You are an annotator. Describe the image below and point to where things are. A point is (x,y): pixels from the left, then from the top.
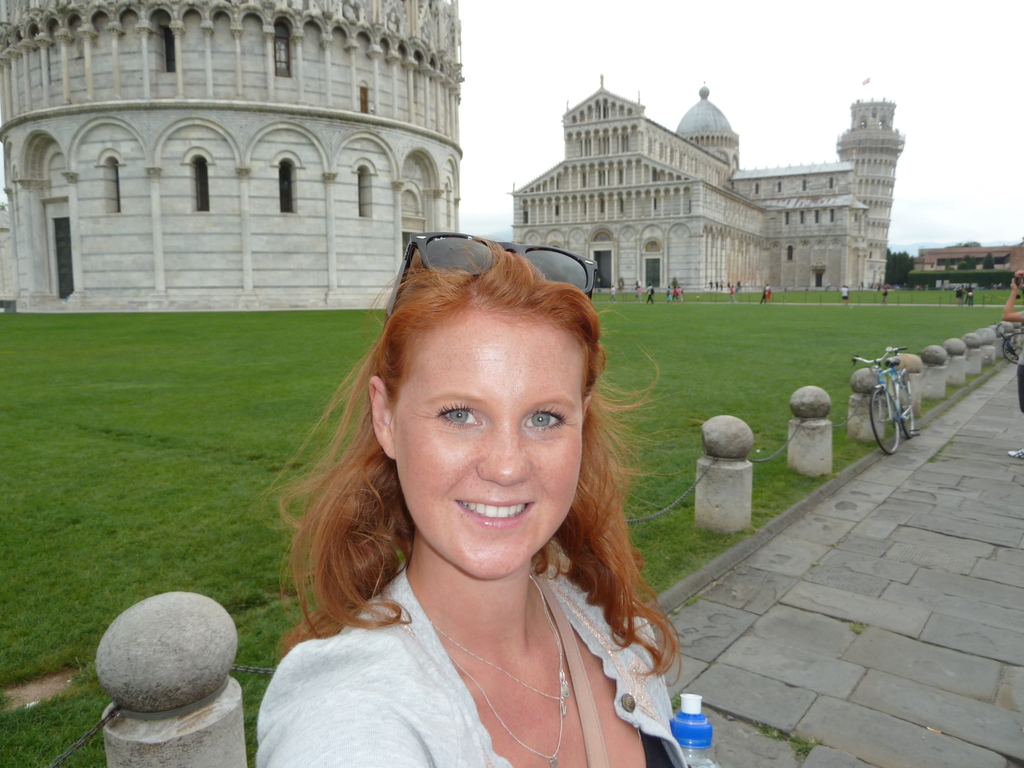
In this image I can see a women (475,517) in the front (570,507) and I can also see smile (520,522) on her face (511,482). I can see she is wearing necklace (565,699) and on her head (418,312) I can see black colour shades (528,246). On the right side of this image (899,365) I can see two bicycles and one more person (1016,294). On the bottom side (690,701) I can see a bottle (673,722). In the background (867,317) I can see number of poles (139,734), iron chains (86,741), an open grass ground (99,738), few buildings (699,252) and few trees (908,278). I can also see number of people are standing in the background (885,291).
